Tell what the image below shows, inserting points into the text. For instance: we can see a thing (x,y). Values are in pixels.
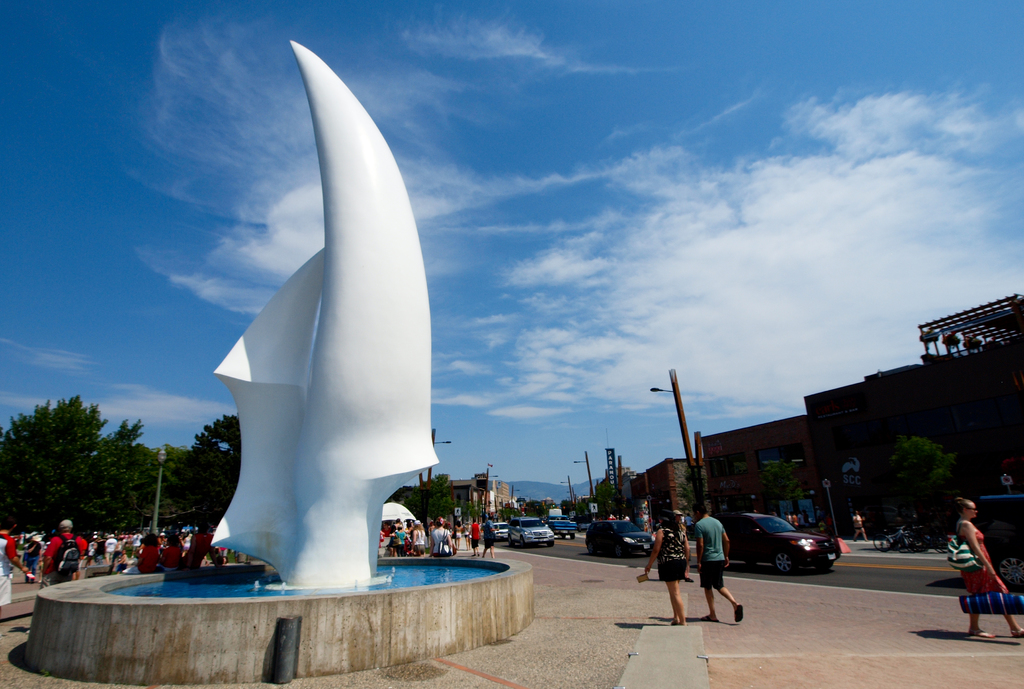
In this image I can see some water (443,567), a white colored object (354,382) in the water (396,572), few persons (669,564) standing on the sidewalk (562,568) and few persons (172,557) sitting. In the background (541,533) I can see the road (561,545), few vehicles (587,543) on the road (497,545), few trees (113,475), few poles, few buildings (735,463), few mountains (566,489) and the sky (607,209).
